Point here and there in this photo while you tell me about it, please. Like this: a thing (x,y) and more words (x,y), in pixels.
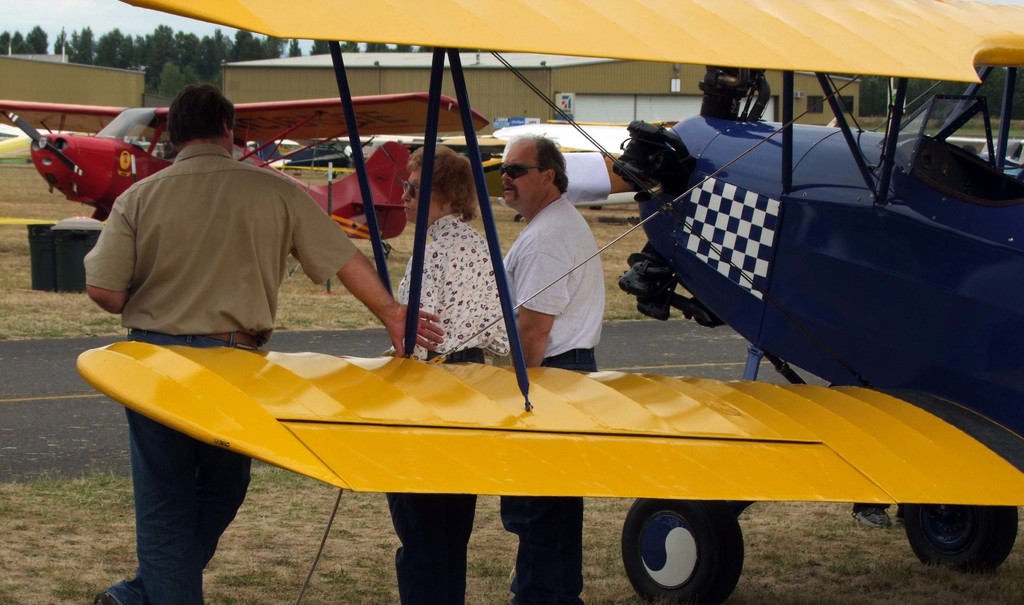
Here there is a plane (293,452) and three persons (206,290) are standing on the ground (342,557). In the background (107,429) there is a road (118,439), planes (261,129) on the ground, sheds (18,78), roof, windows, objects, trees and sky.
